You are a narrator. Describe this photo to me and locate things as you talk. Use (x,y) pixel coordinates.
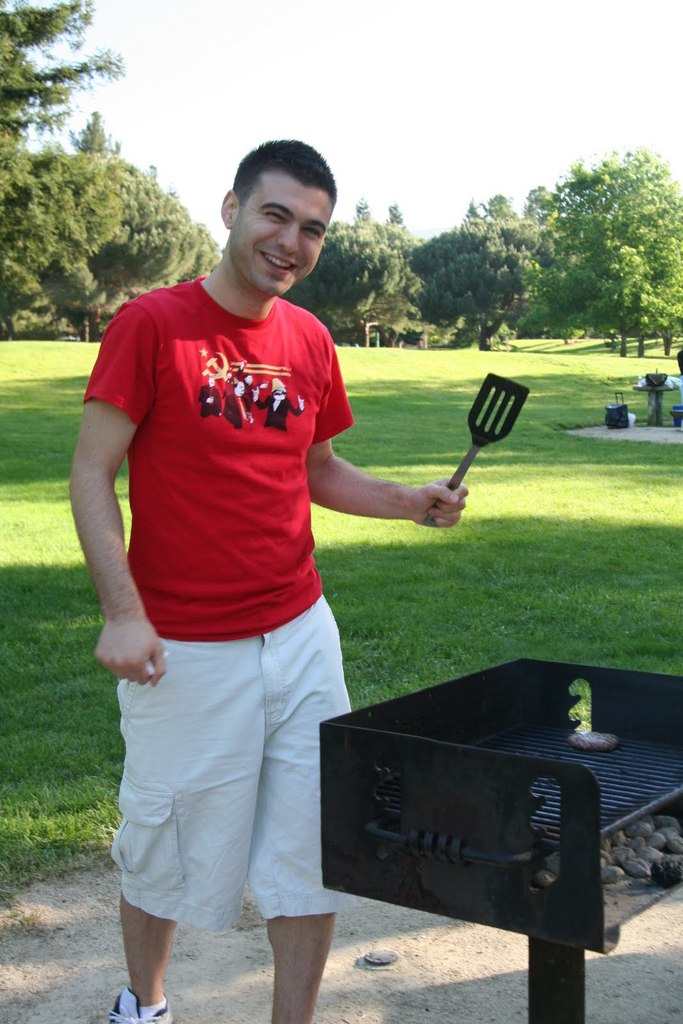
In this picture I can observe a man (177,780) standing on the land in front of grill (514,792). Man (108,470) is wearing red color T shirt (173,449). I can observe some grass (410,562) on the ground (430,392). In the background (304,290) there are trees (385,259) and sky (369,104).
